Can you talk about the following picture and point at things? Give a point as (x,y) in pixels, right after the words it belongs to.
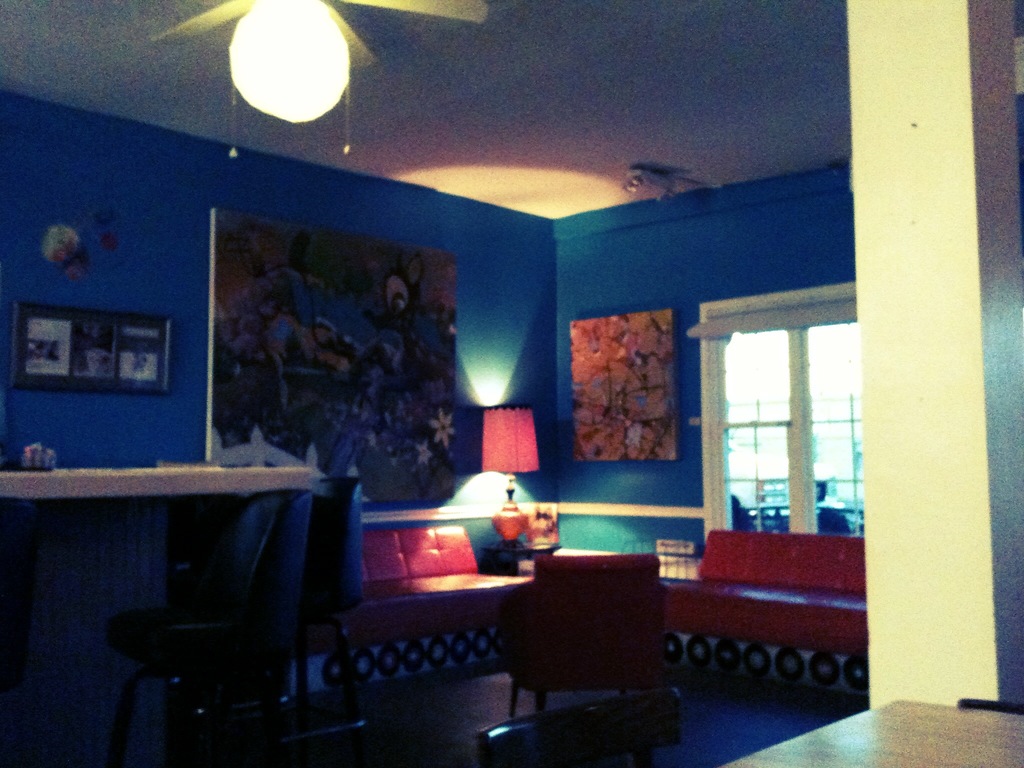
This picture shows the inner view of a room (356,97). There is one fan (243,52) with light (294,24) attached to the ceiling (500,148), one object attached to the ceiling (723,145), one window (756,363), two frames (591,377) with paintings (415,360) attached to the blue wall (182,260), one photo frame (157,333) attached to the wall (161,221), some objects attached to the wall (661,525), some tables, one red table lamp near the red sofa (473,595), some chairs (332,497), two sofas (456,544), some objects (536,522) on the table (491,564) and one pillar (873,342) near the red sofa (747,638).
